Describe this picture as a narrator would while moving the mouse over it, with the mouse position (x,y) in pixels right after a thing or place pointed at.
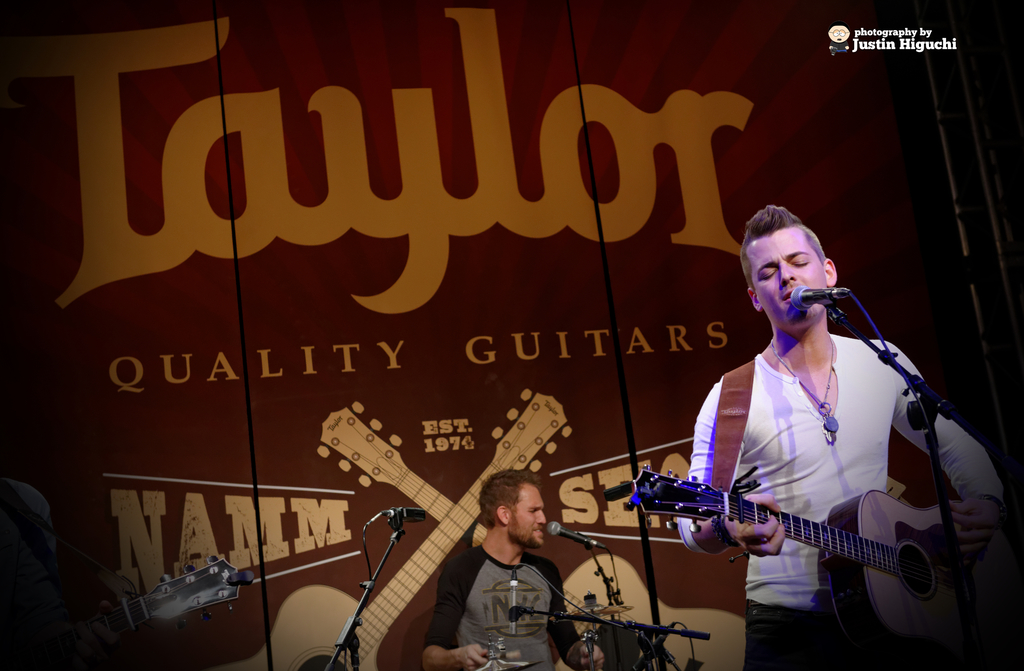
In this picture there is a boy (762,628) who is standing at the right side of the image (794,298) his singing a song in a mic (808,306) by holding the guitar (657,486) in his hands (771,549) and there is a boy (549,639) at the center of the image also singing in the mic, there is a big poster (231,58) behind the boy (821,314) is written as taylor quality guitars.
